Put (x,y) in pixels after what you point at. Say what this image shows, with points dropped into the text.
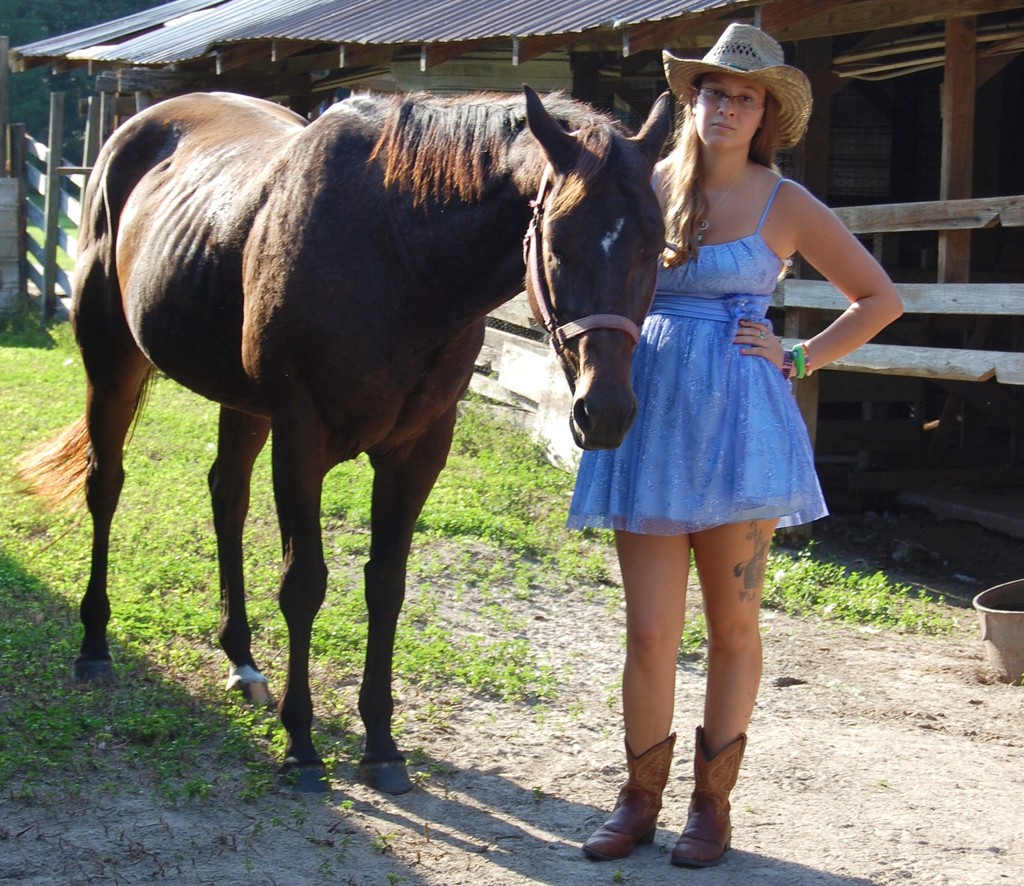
A horse (93,678) and a lady (680,271) who is wearing a blue gown (727,341) and a hat (741,50). Behind them there is a roof like shade (427,33) and also some grass (187,718) under the horse (368,752).
